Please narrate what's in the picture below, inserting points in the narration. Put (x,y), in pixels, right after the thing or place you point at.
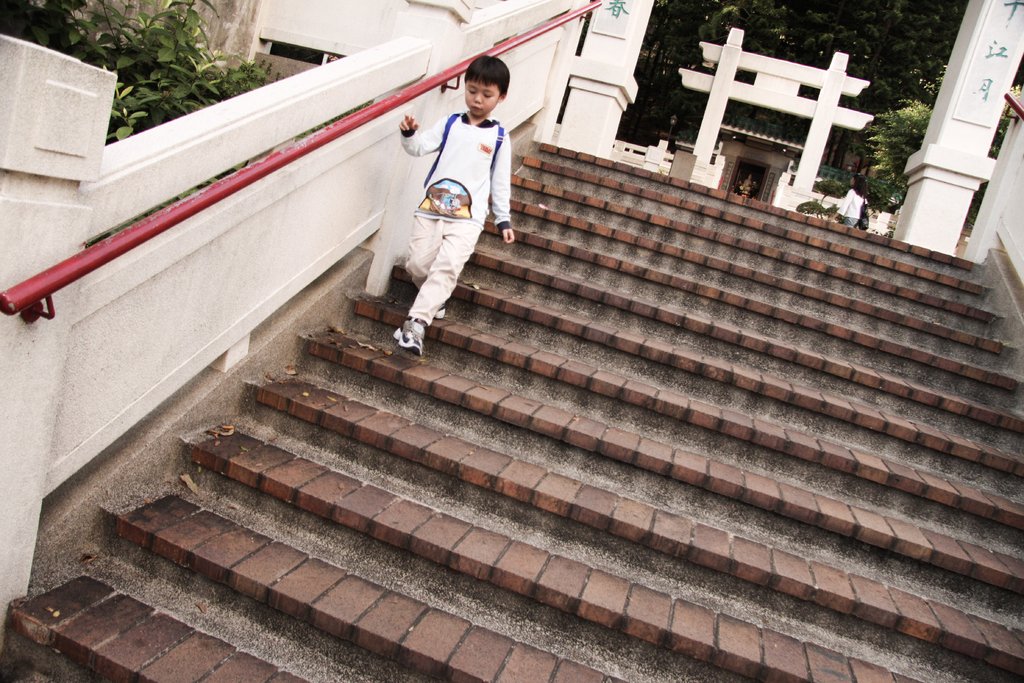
In this image I can see the person (440,275) and the person (394,333) is wearing white color dress (473,215) and I can see few stairs (556,360). In the background (921,200) I can see the wall (619,87) in white color and I can see few trees (865,74) in green color.
